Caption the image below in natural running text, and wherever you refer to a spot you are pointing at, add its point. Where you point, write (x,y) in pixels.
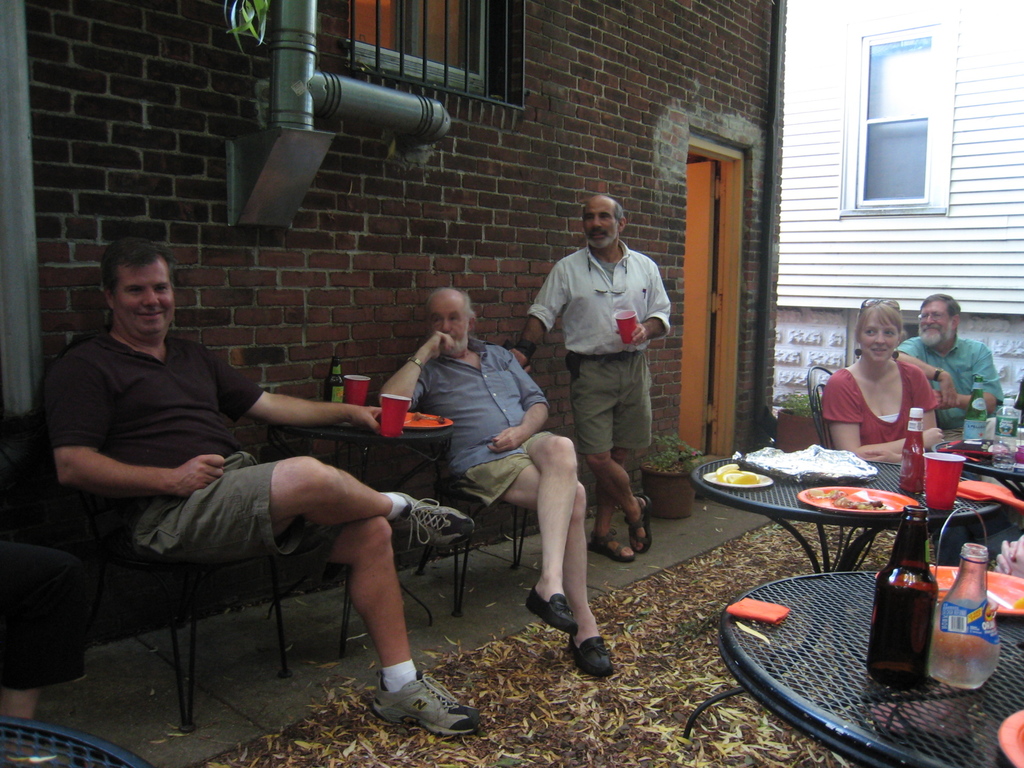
In this image there are some people (161,500) sitting and one person (628,423) is standing, in the center (617,314) and he is holding something and also we could see some tables (850,567). On the tables (871,582) there are some bottles (901,586), plates (890,501) and some objects (810,454). At the bottom (628,671) there are leaves (666,697) on the floor (347,671) and in the background (302,160) there are buildings (533,89), windows (363,63), pipe (317,77), door (737,225) and some objects (23,328).
